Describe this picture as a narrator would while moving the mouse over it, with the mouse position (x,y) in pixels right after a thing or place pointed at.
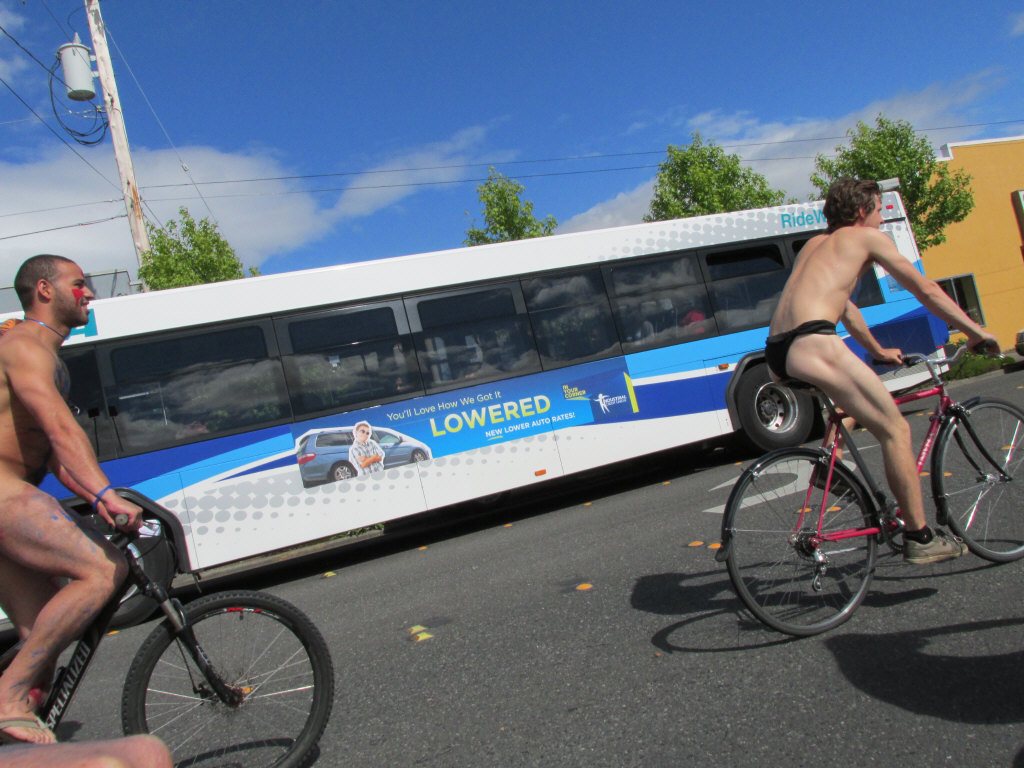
The image is taken on a road (690,485), there are two cycles (845,495) two men (54,516) are riding the cycles (161,732), behind them there is a bus (383,322), in the background (478,102) that is the sky (488,64), a pole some trees (498,216) and clouds (239,203).
